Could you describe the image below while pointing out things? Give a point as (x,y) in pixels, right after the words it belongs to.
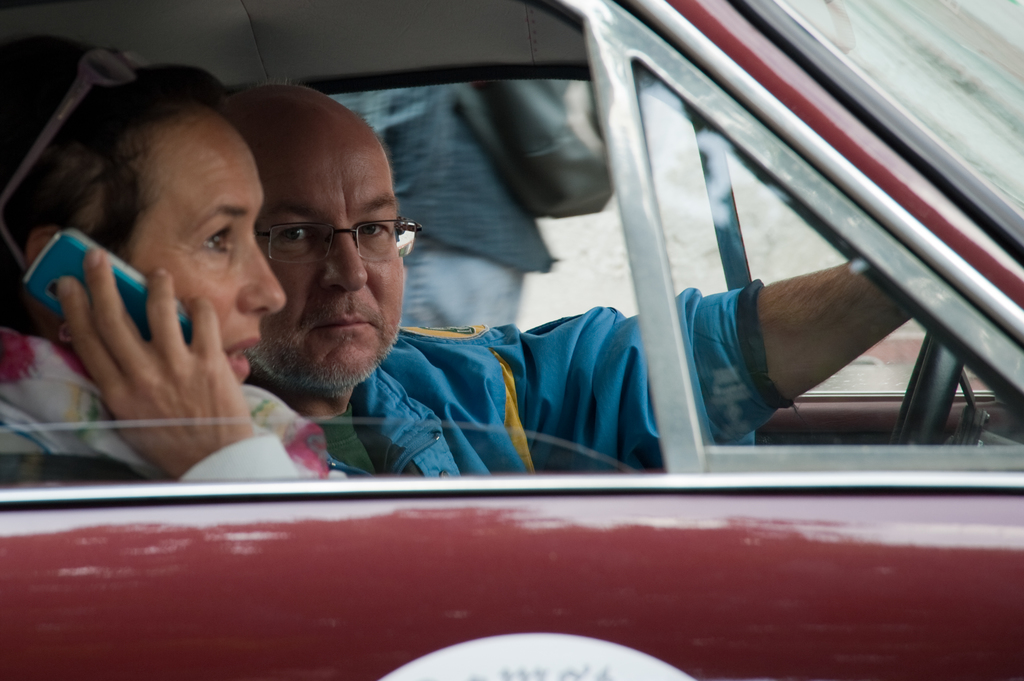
In this image there are two persons (131,354) wearing clothes (401,415) and sitting inside the car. This person (110,332) is holding mobile phone (63,257) with her hand (71,290). These two persons (82,197) are wearing spectacles (102,74) There is an another person (510,223) standing outside of the car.
